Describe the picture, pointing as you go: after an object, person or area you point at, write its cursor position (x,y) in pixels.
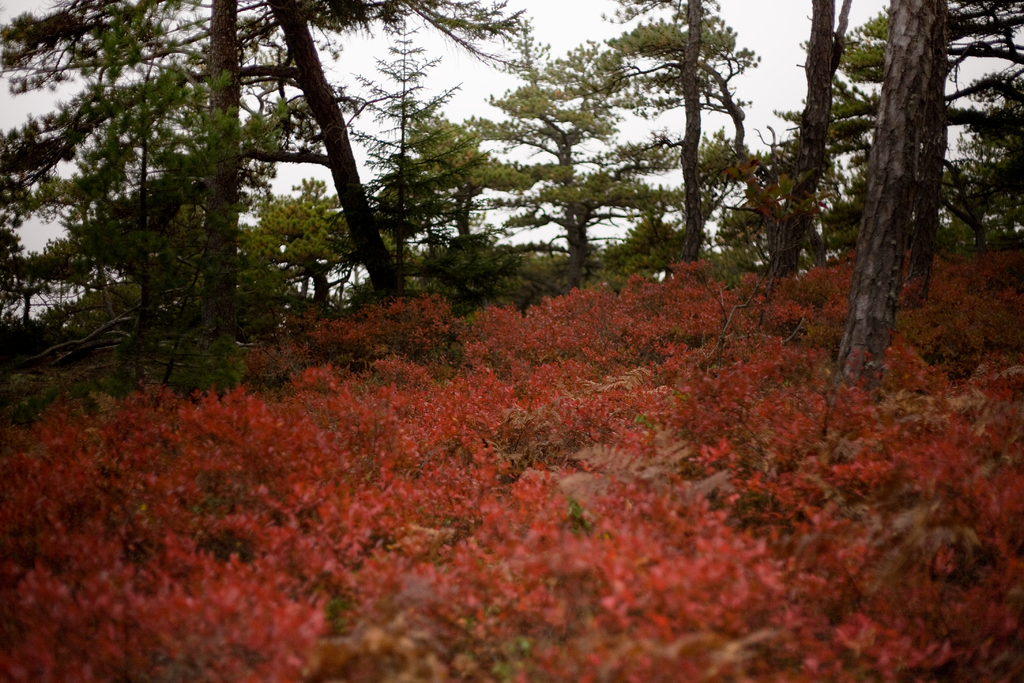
Here we can see plants (546,356). Background (902,156) there are trees (635,165).
